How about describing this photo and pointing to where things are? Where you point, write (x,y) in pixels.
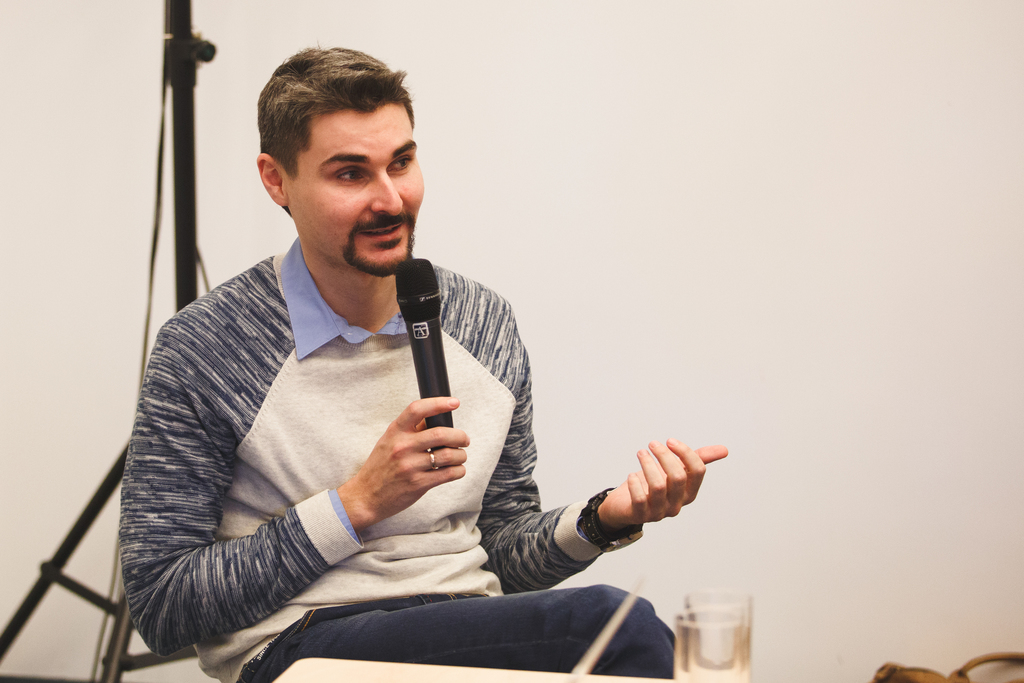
In the picture we can see a man (412,539) sitting in the chair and talking something holding a microphone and in front of him we can see two glasses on the table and behind him we can see a tripod stand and behind it we can see a wall (17,106) which is white in color.
